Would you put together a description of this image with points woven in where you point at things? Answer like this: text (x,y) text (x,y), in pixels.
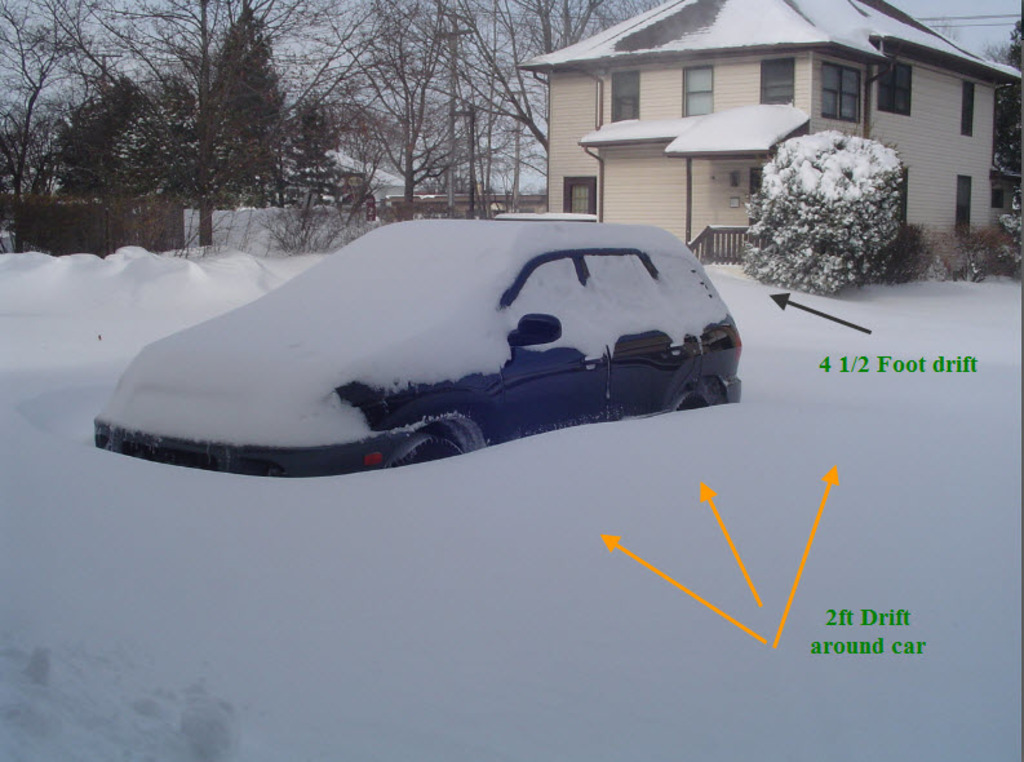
In this image, there is an outside view. There is a snow (226,385) on the car (465,324) which is in the middle of the image (568,356). There is a house (666,165) behind the plant (802,211). There are some trees (406,81) in the top left of the image (89,149).
